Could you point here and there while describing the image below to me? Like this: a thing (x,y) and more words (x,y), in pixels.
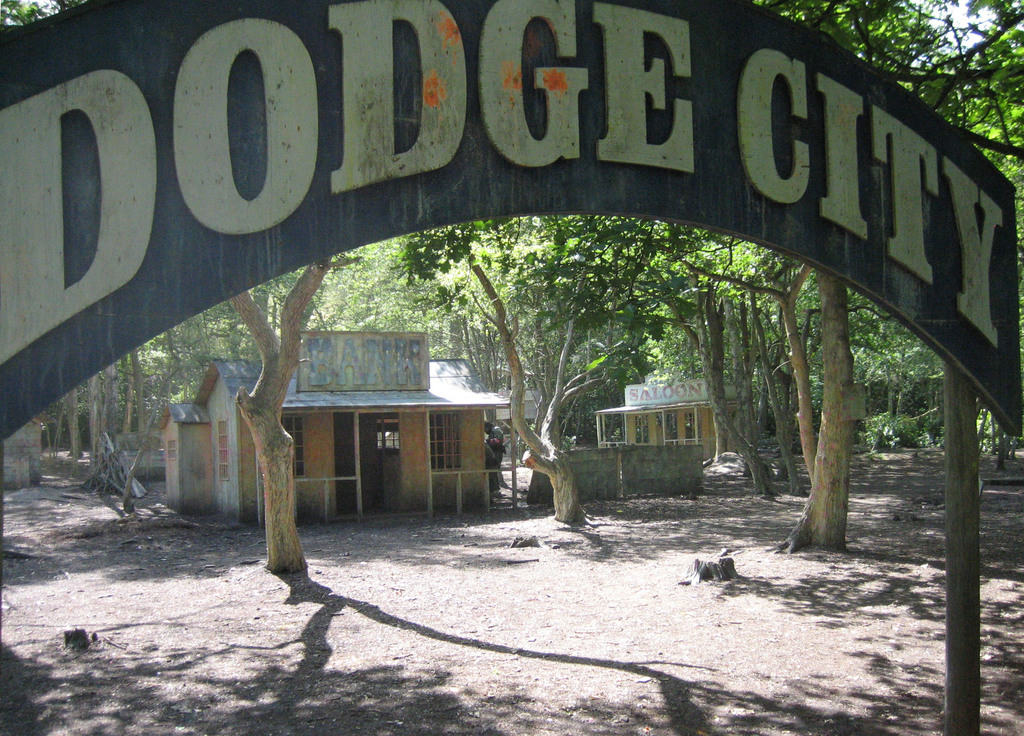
In this picture there are buildings (342,468) and there are boards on the buildings (14,470) and there is text (315,383) on the boards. In the foreground (284,28) there is a board (395,74) and there is text (609,104) on the board (786,224). At the back (576,383) there are trees (584,268) and there might be person (502,483) standing. At the bottom (492,614) there is ground (419,615). At the top (962,1) there is sky (946,12).
